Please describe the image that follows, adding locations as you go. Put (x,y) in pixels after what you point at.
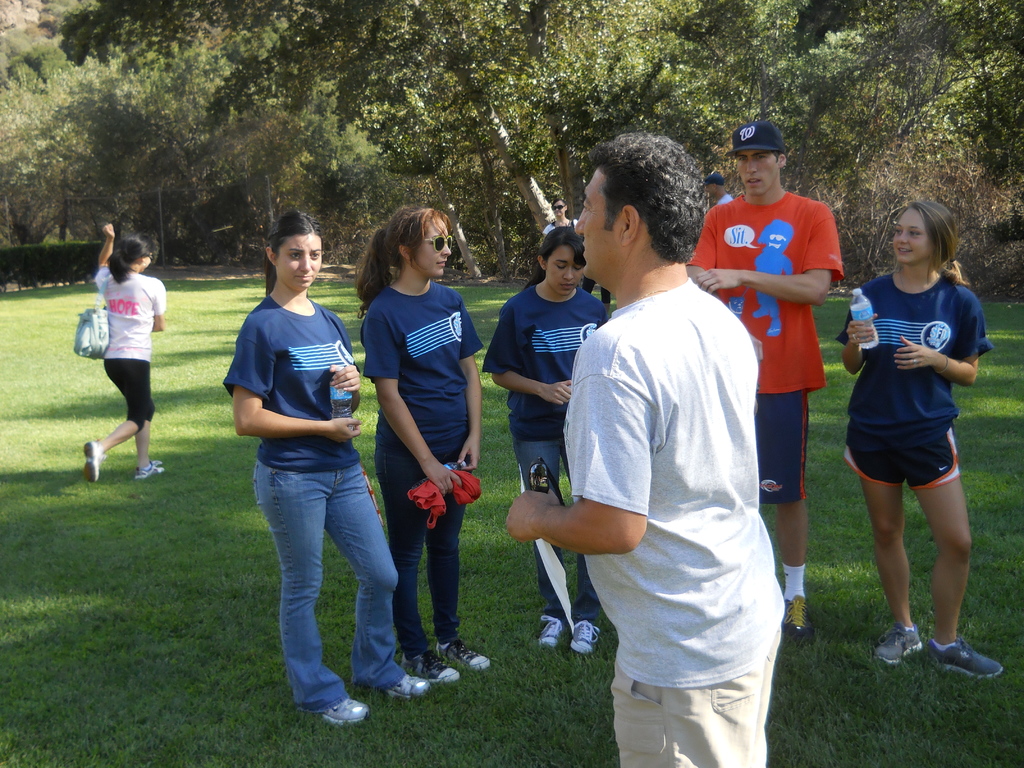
This picture is clicked outside. In the foreground (614,454) we can see a person (671,327) holding some object (552,577) and seems to be walking. In the center (419,409) we can see the group of persons (742,227) wearing t-shirts (740,199) holding some objects (432,492) and standing on the ground (272,636). On the left (148,307) we can see another person (116,271) wearing a sling bag (79,334) and seems to be walking on the ground (169,443) and we can see the green grass (194,595) and in the background (673,96) we can see the trees (125,101), plants (70,263), persons (721,182) and some other objects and we can see a person (761,190) wearing t-shirt (793,218), cap (770,122) and standing on the ground (817,466) and we can see some other objects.
